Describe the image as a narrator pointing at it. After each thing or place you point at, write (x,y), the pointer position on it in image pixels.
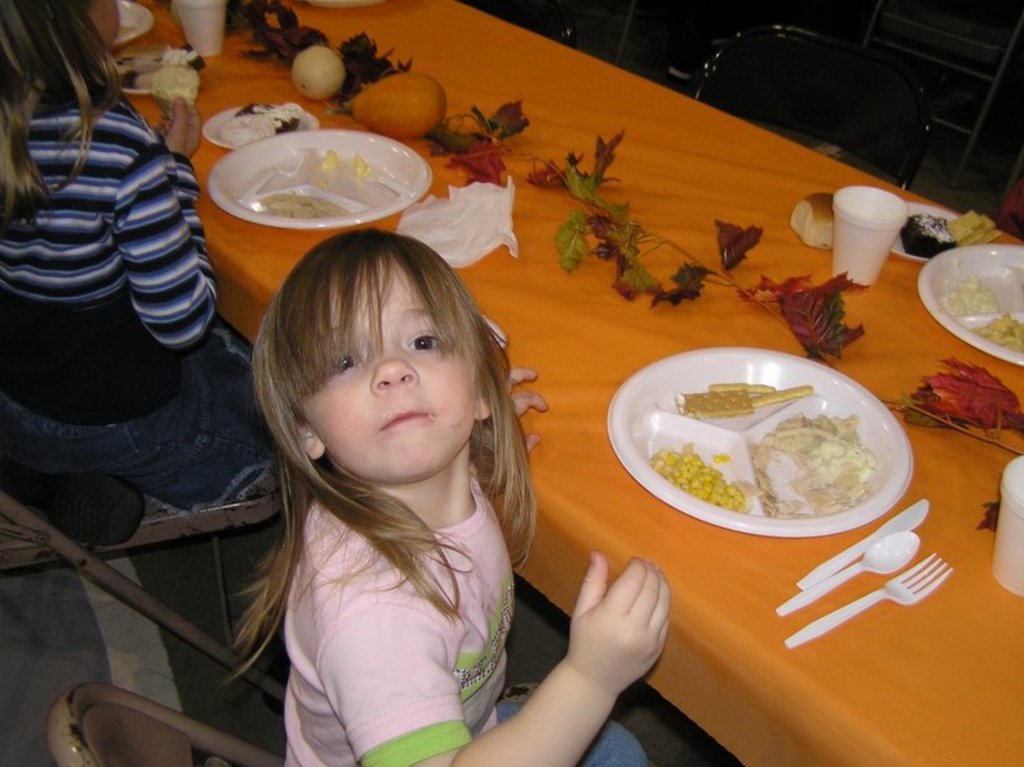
In the image we can see there is a girl (391,445) who is sitting on chair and on the table (588,460) there is a plate (778,479) on which there is a food item (856,458) and there are fork (859,611) and knife (835,564).
